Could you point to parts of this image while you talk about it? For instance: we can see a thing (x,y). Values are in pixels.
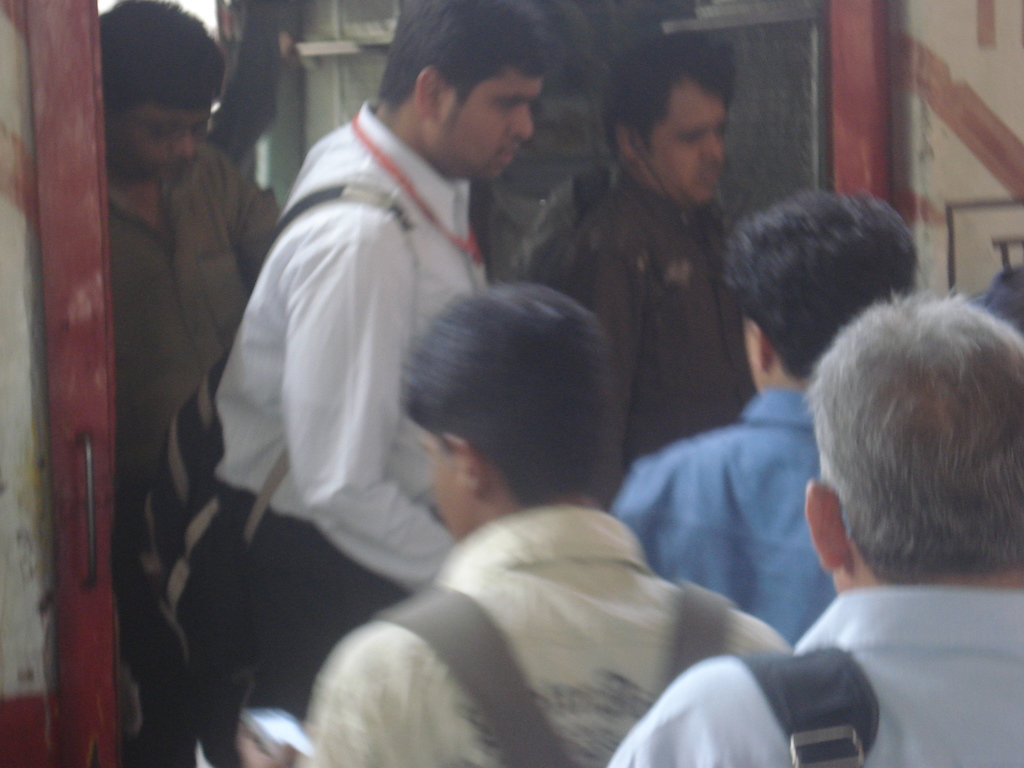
In this image there are group of persons (537,467) standing and walking.
